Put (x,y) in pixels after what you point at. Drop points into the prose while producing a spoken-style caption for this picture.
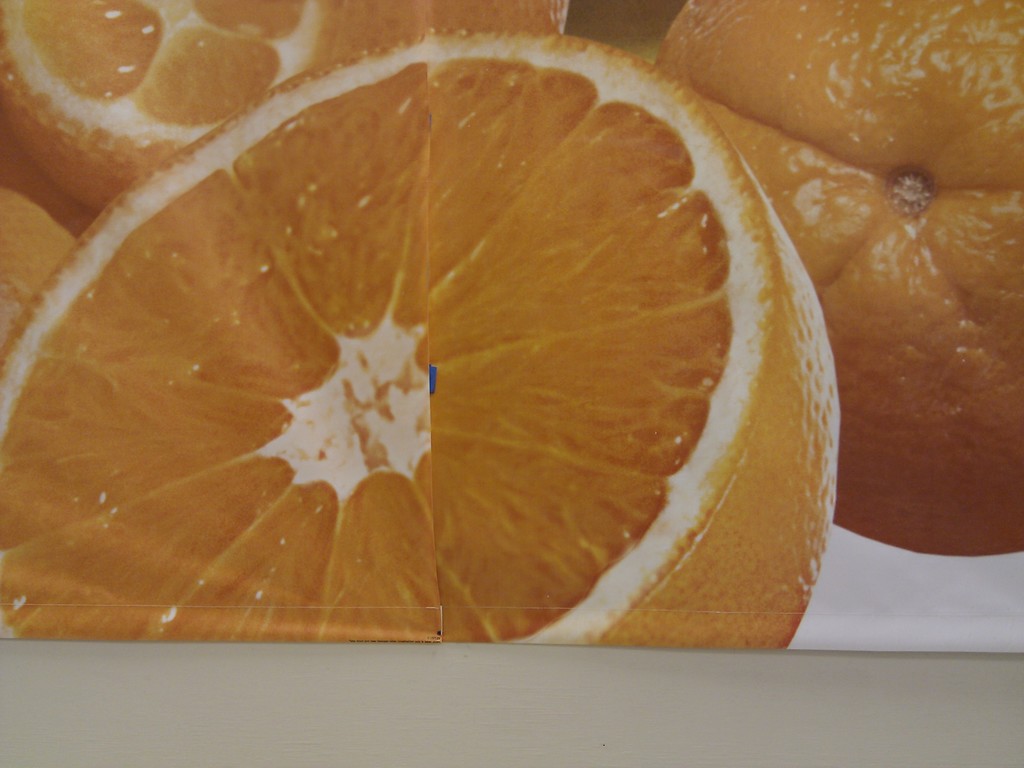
This is a zoomed in picture. In the foreground (900,678) there is a white color object (469,690). In the center (599,408) we can see the sliced oranges (487,112). On the right (1003,63) there is an orange (903,379) seems to be placed on the surface (900,605) of an object (897,616).
